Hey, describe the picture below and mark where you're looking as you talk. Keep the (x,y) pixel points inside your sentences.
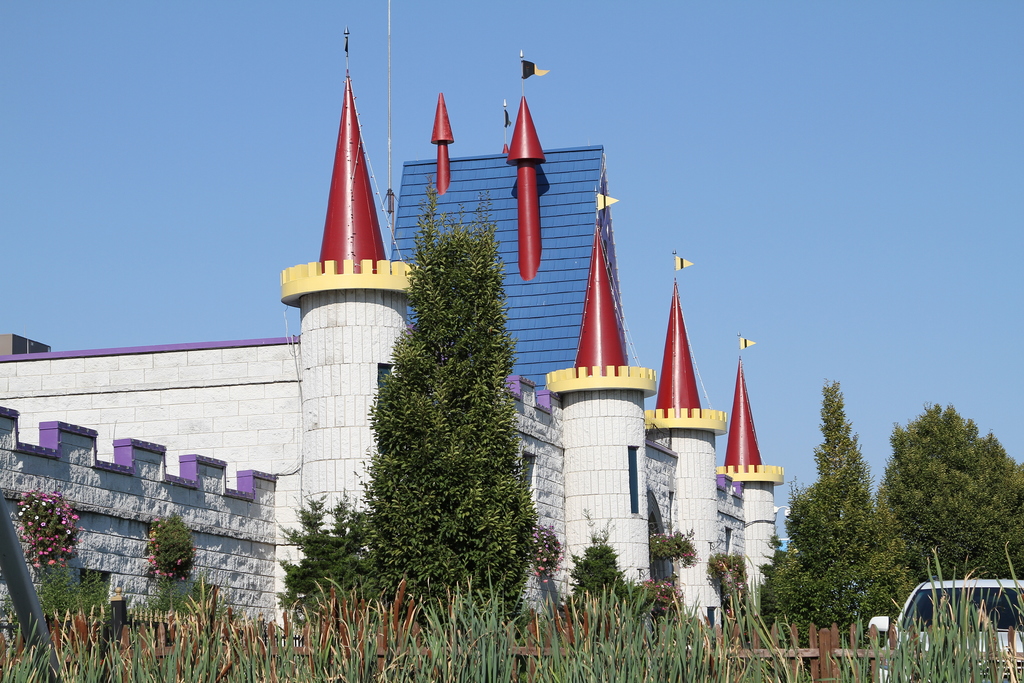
In the foreground of this image (463,655), there are plants (704,669), wooden railing (795,632) and trees (795,588). We can also see a vehicle (1008,620) on the right bottom (1004,616). In the middle (579,423), there is a castle (565,180) and the flags (684,262) on it. At the top (755,23), there is the sky (702,56).
